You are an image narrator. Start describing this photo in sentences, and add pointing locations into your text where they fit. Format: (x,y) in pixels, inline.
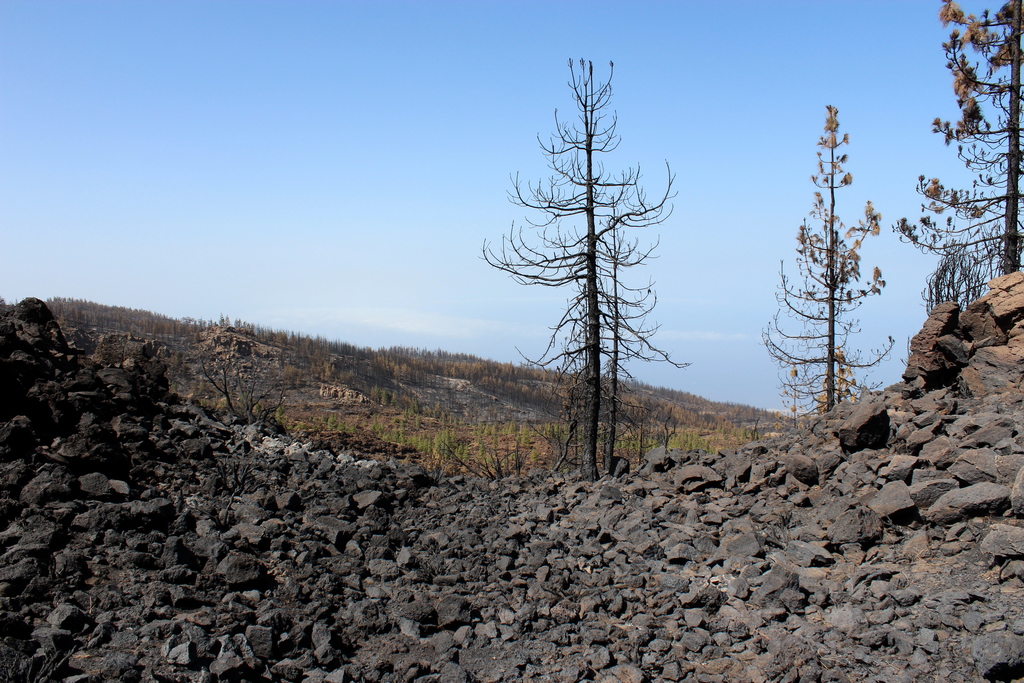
In this image in front (990,497) there are rocks (964,506). In the background of the image (604,388) there are trees (488,370) and sky (462,238).
